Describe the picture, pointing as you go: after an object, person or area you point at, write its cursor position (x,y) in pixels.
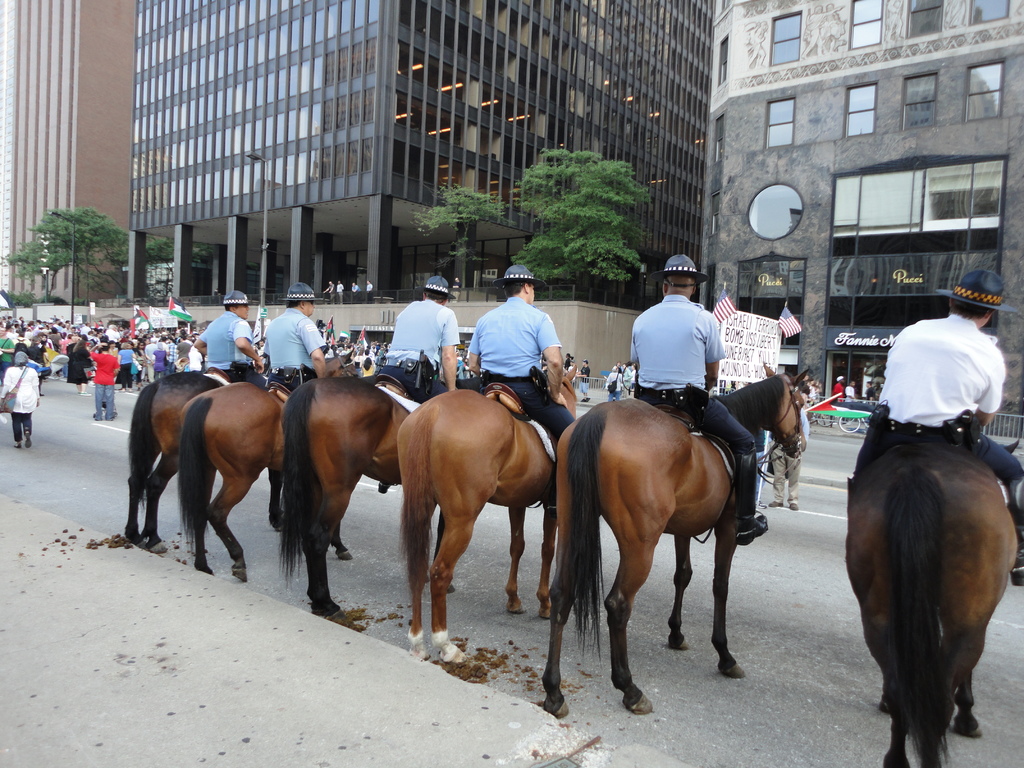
This picture shows a group people (681,309) on the horses (672,425) and we see few people (103,350) standing on the side and we see few buildings (296,227) and couple of trees (94,225).
